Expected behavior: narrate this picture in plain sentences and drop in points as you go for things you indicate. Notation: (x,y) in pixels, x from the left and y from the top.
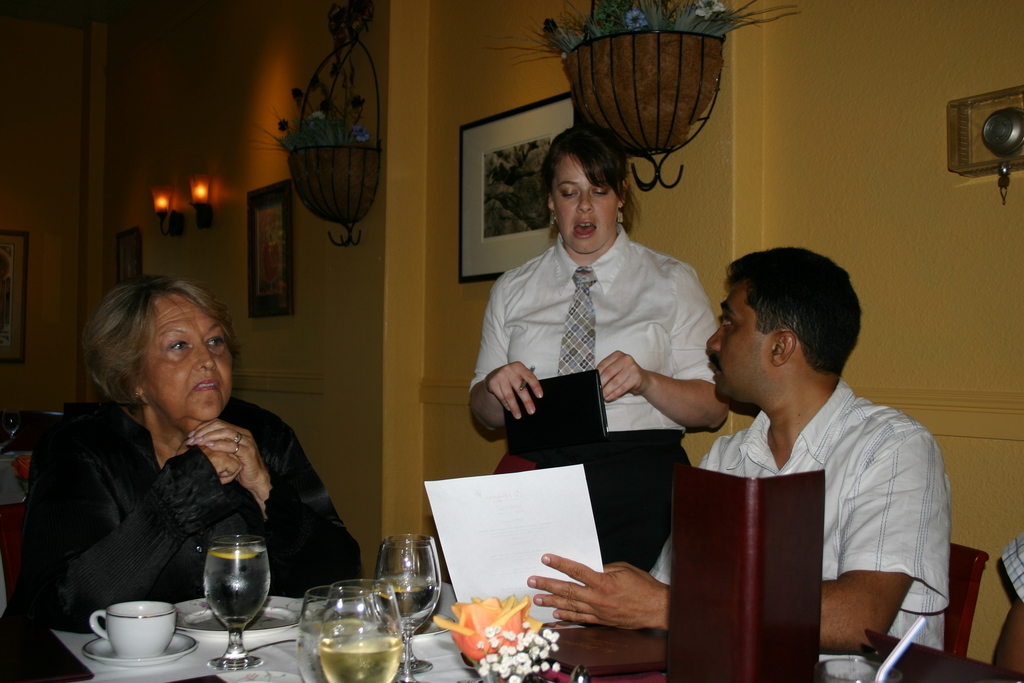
Here in this picture we can see three people (768,440), two of them are sitting and this lady (558,308) here is standing and in front of them there is a table (184,666) with glass (382,648) of wine (369,651) and at the back side (515,156) we can see flower vases (322,153) and portraits (502,180) present.
